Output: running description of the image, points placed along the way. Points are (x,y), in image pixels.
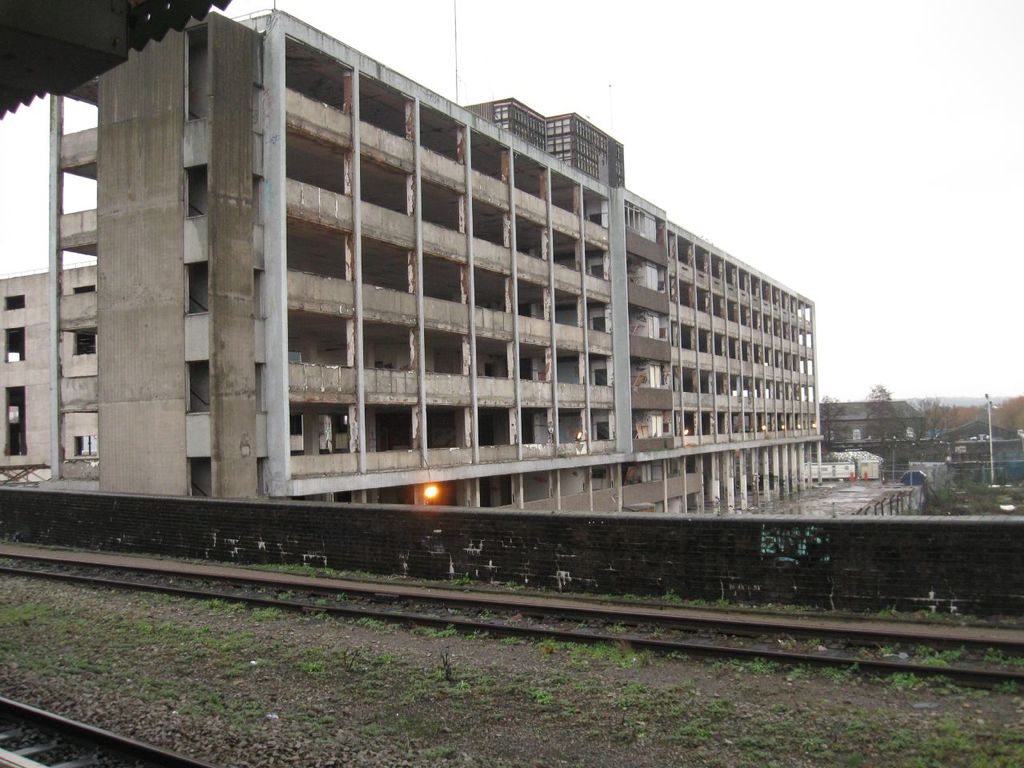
In this image in the front (397,596) there are railway tracks (645,618) and in the center (388,506) there is a wall (496,572). In the background (283,290) there is fence (896,502) and there are buildings (805,410) and trees (923,426).
